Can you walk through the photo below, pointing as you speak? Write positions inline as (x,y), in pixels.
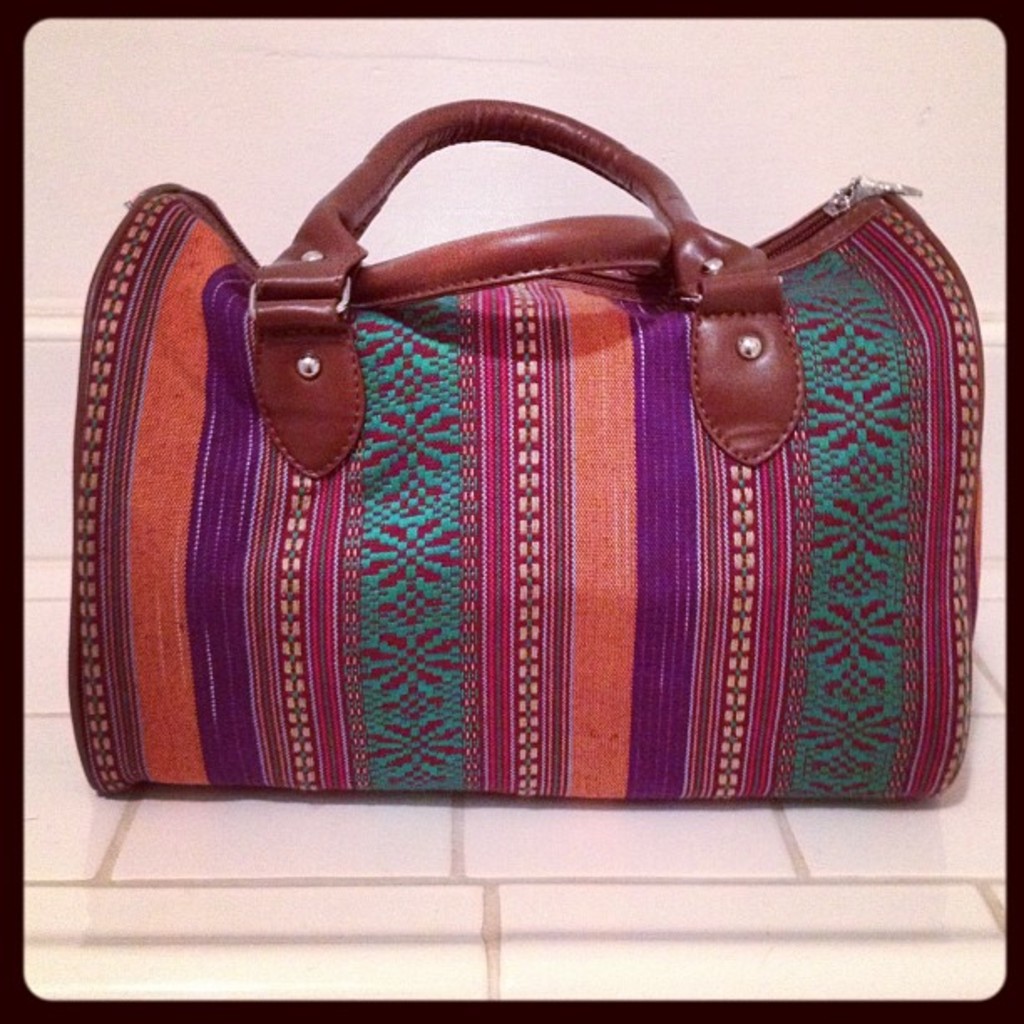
In this image i can see a colorful handbag (570,437).
